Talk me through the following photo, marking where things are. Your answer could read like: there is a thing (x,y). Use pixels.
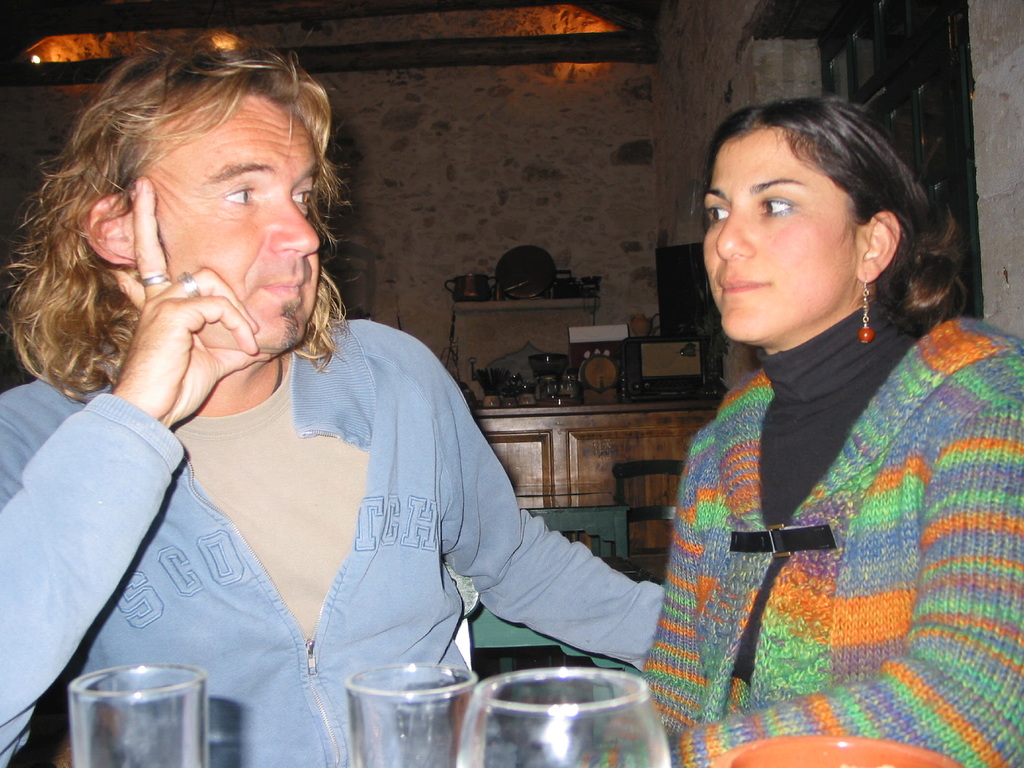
This picture is clicked inside the room (407,437). In front of the picture, the man (327,474) and the woman (798,566) are sitting on the chairs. Both of them are looking at each other. In front of them, we see glasses (430,680) and a bowl (864,738) in orange color. Behind them, we see a countertop (566,429) on which vessels (545,393) and some objects (611,378) are placed. On the right side (969,66), we see a white wall (987,90) and a brown cupboard (882,94). This picture is clicked in the dark.
